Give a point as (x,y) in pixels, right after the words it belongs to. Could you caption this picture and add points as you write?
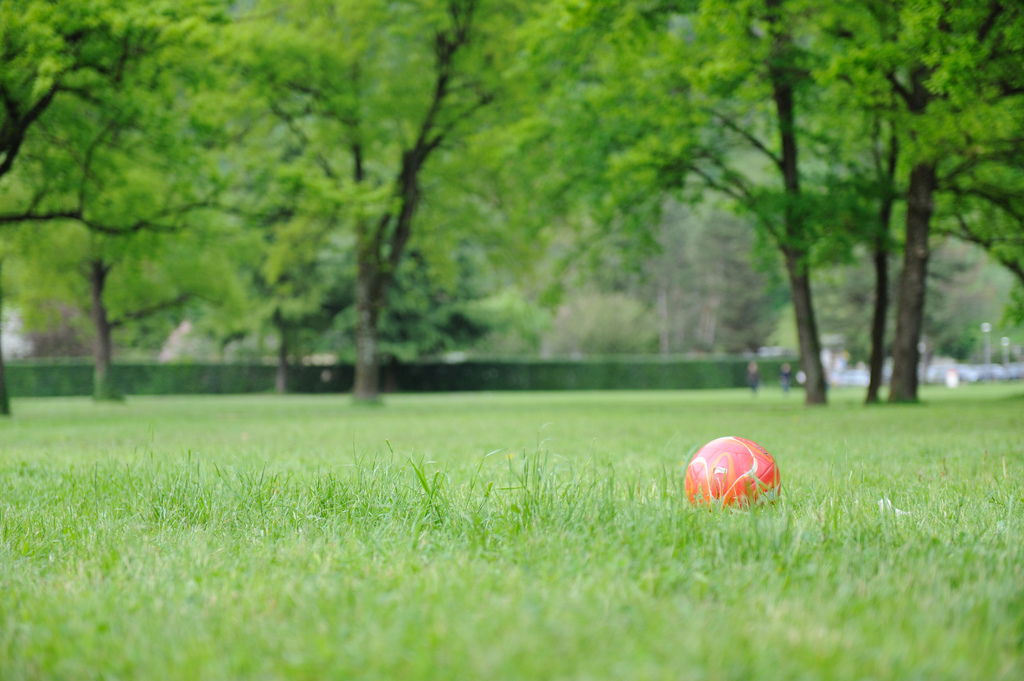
In this picture we can see a ball (751,479) on the grass (470,579) and in the background (108,222) we can see trees (751,164), two people (756,368), poles (986,335), some objects (945,363) and it is blurry.
